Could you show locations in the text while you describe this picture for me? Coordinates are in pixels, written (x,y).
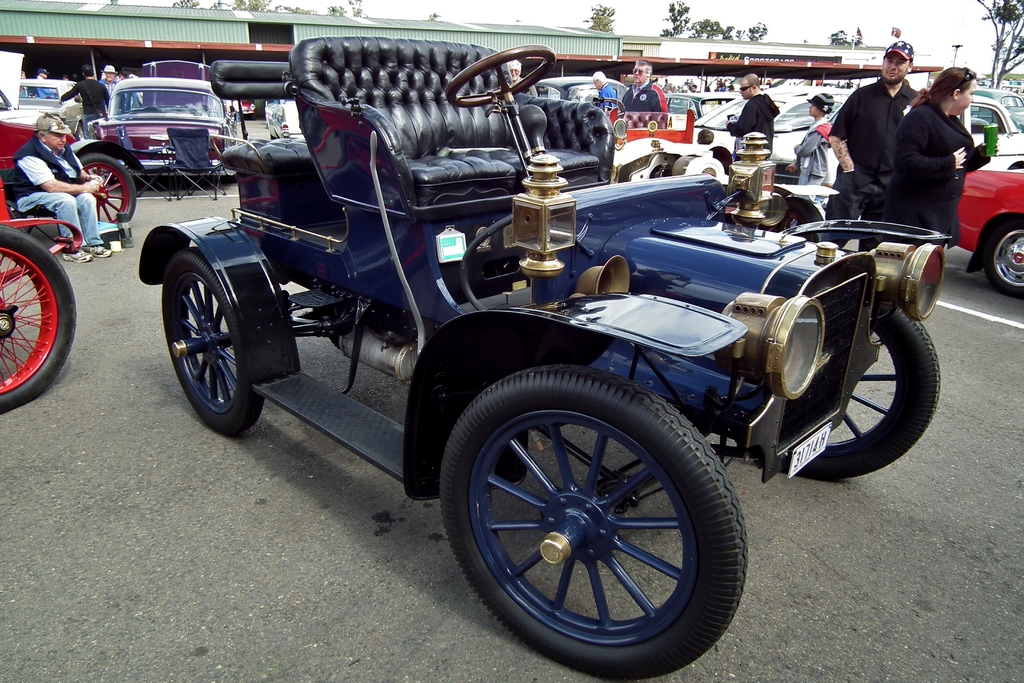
In this image there is a road (240,559), there are vehicles (562,234), there are persons (848,147), there is a person (64,213) sitting towards the left of the image (83,212), there is a shed (684,58), there are trees (698,31), there is the sky (940,7).
